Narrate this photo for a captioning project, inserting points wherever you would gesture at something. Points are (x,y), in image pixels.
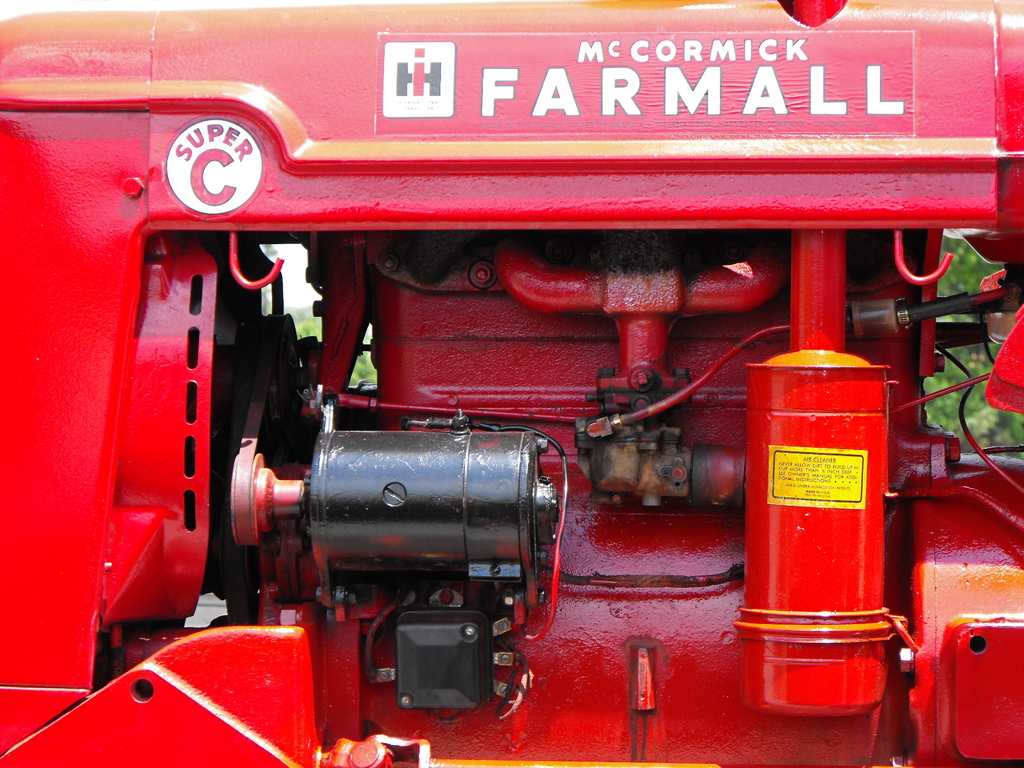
In this image we can see parts of a vehicle (444,433) and there is some text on the vehicle (512,78). In the background of the image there are trees (982,390).
